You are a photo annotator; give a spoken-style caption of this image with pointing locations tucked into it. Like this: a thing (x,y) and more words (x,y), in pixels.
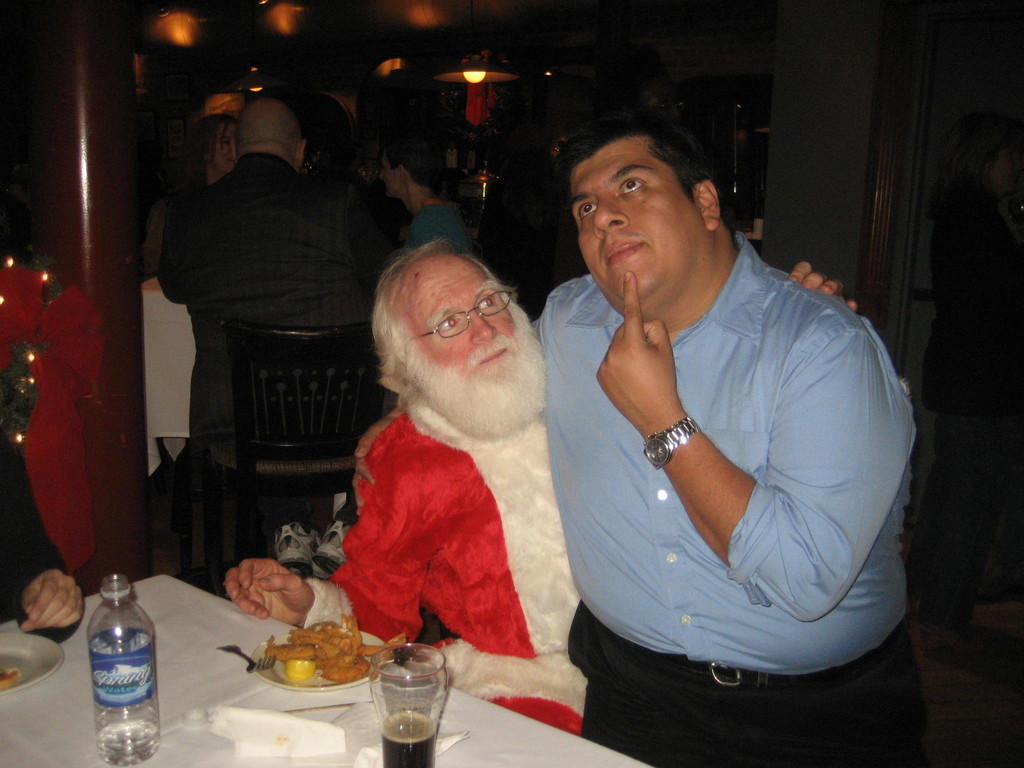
In the foreground of this image (705,487), there is a man (682,590) sitting on the another man (517,560) who is sitting on the chair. There is a table (249,636) in front of them on which bottle (128,668), platters (261,674), fork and glass (406,701) are placed. In the background (371,328), there are persons (224,228) sitting on the chairs (257,359) near a table (149,316), a pillar (73,93), lights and the wall (842,132).
